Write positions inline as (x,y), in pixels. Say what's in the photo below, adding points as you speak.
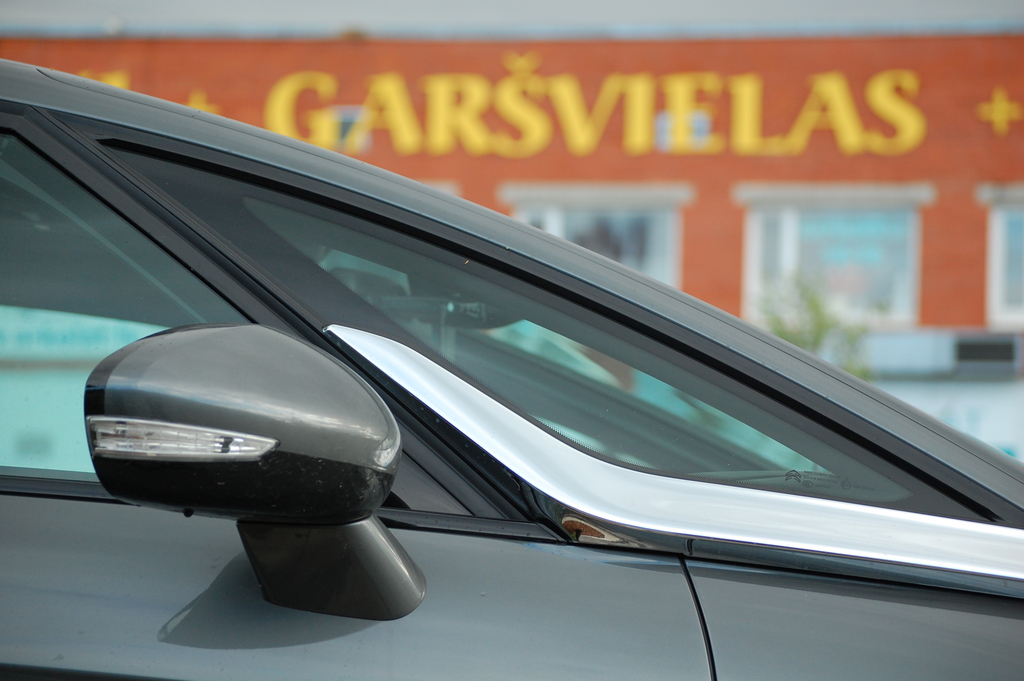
In this image we can see a vehicle (568,425) which is truncated. There is a blur background (1020,291) and we can see a board (826,122), windows (881,301), and other objects (975,409).
